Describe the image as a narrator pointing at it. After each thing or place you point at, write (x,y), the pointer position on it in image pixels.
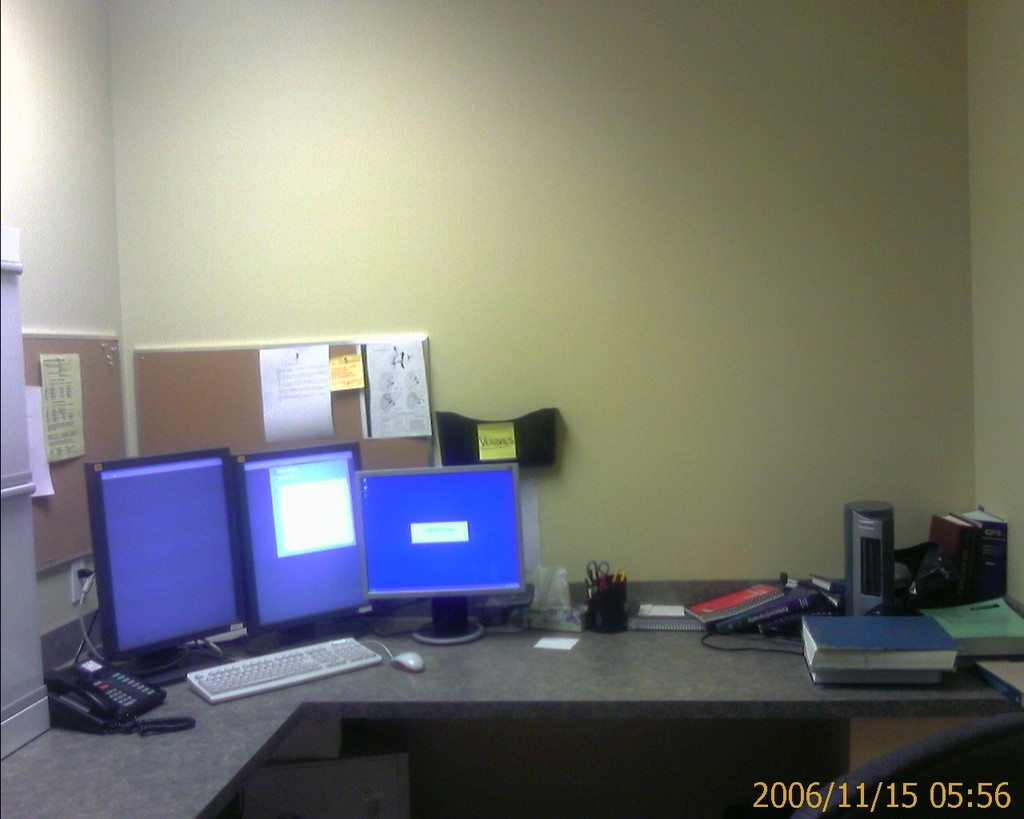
This picture shows few monitors (351,469) and a keyboard (249,674) and a mouse (419,658) and we see a telephone (58,712) and a pen stand (598,587) and few books (836,588) on the desk (644,667). We see couple of notice boards (184,429) with papers (422,352) pinned to it and we see a chair (992,771).
